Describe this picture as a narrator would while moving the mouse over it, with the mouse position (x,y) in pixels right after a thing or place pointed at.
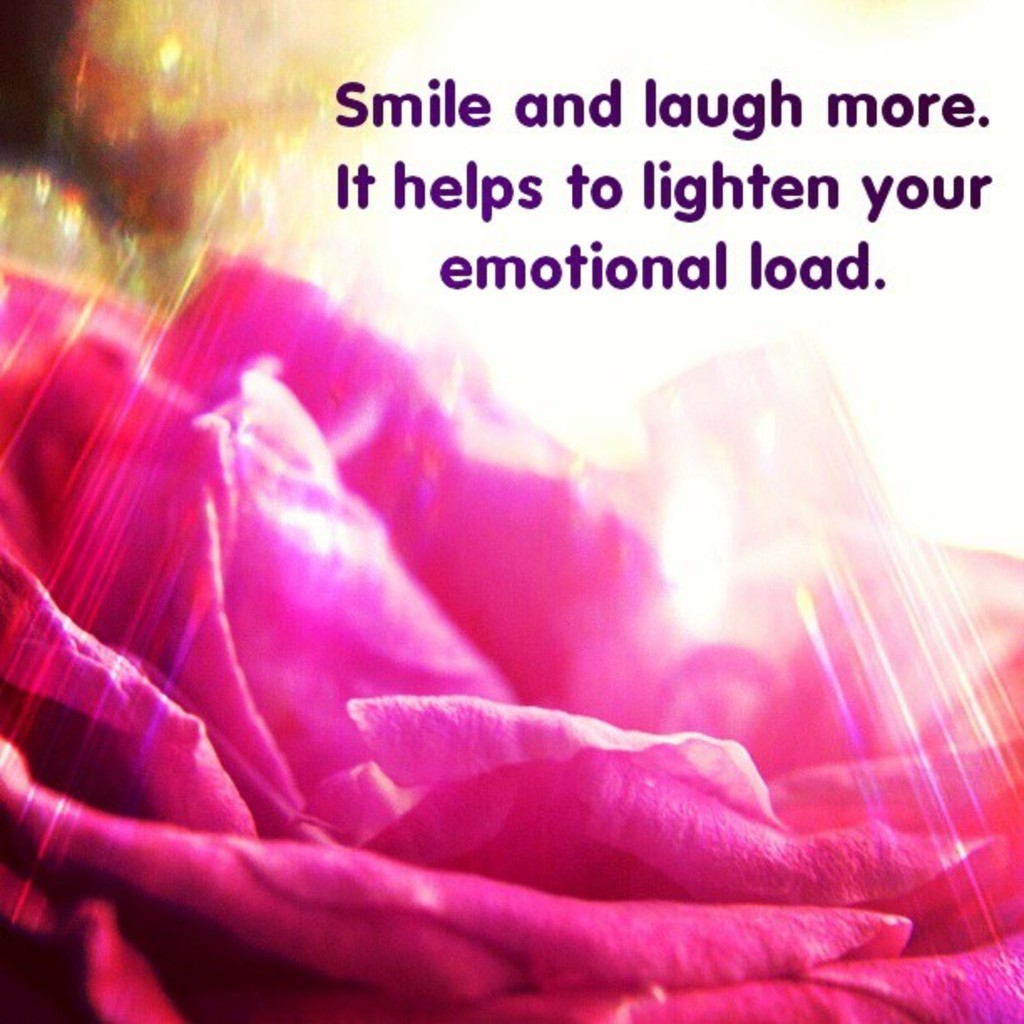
In this image we can see the picture of a flower (349,624) and some text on this image.
